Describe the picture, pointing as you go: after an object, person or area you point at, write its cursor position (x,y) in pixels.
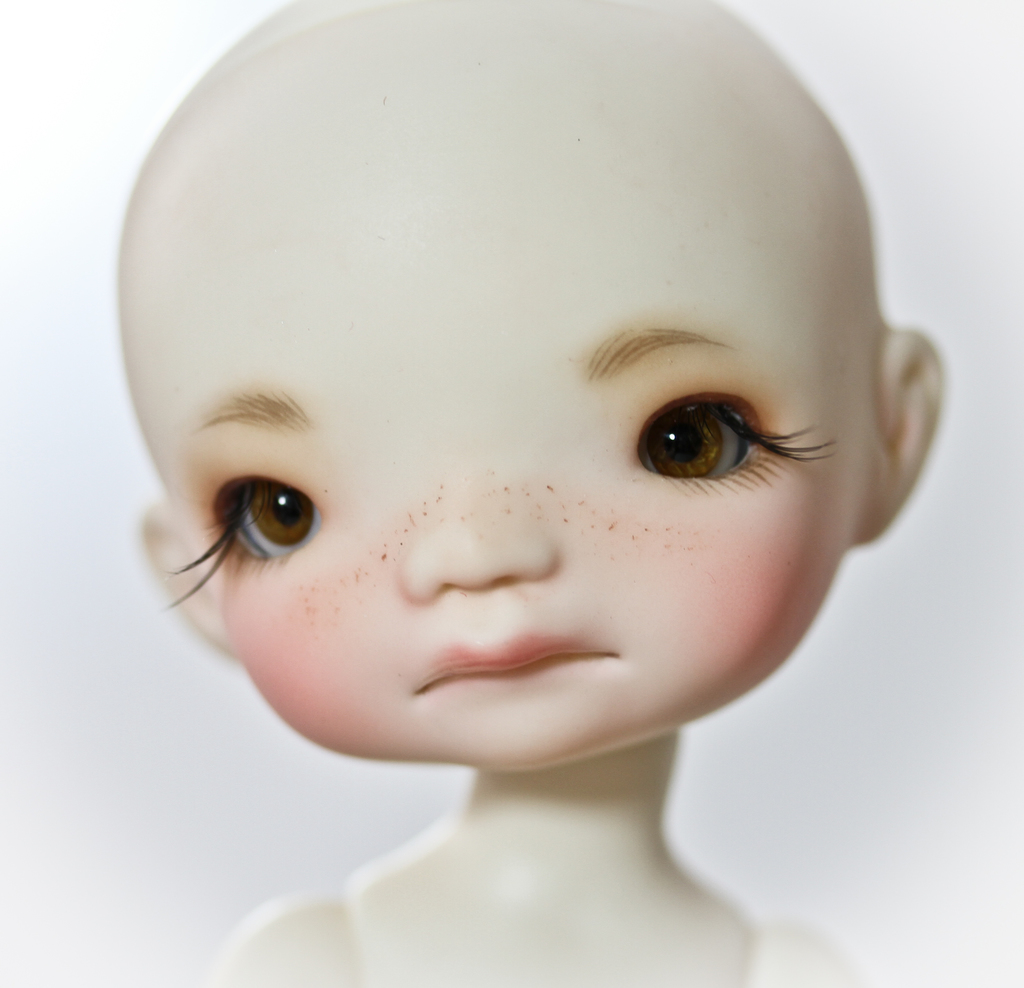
In the center of the image (483,466) we can see one baby doll (594,811), which is in white color.
